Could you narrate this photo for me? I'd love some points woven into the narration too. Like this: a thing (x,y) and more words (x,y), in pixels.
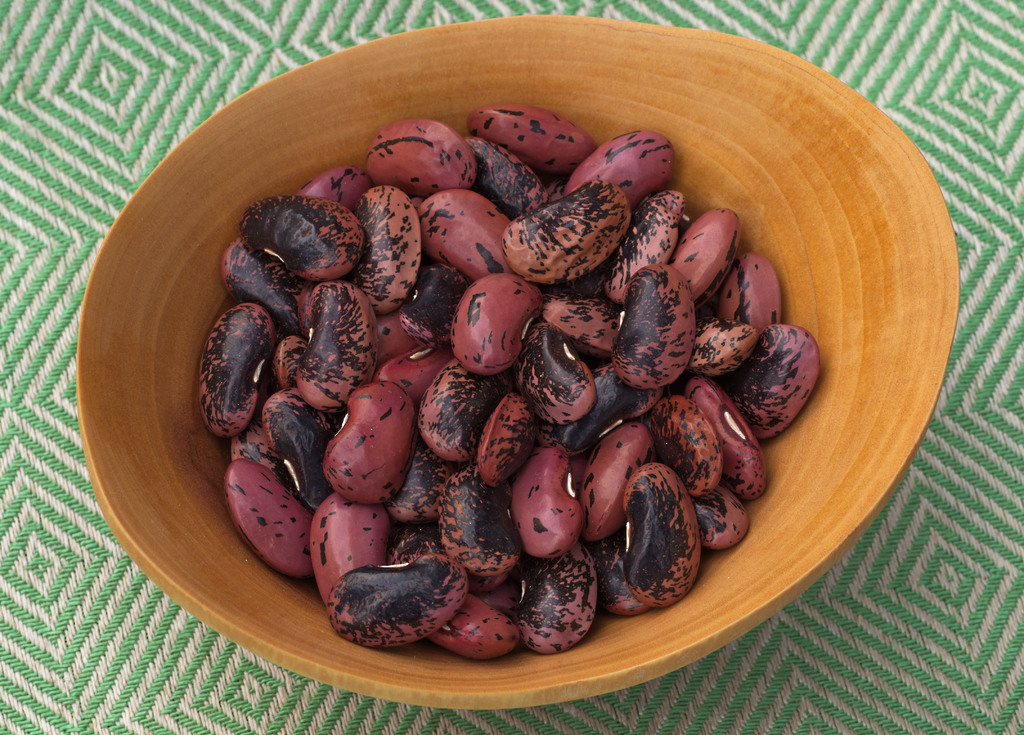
There are some beans (468,452) kept inside a wooden bowl (850,472).
